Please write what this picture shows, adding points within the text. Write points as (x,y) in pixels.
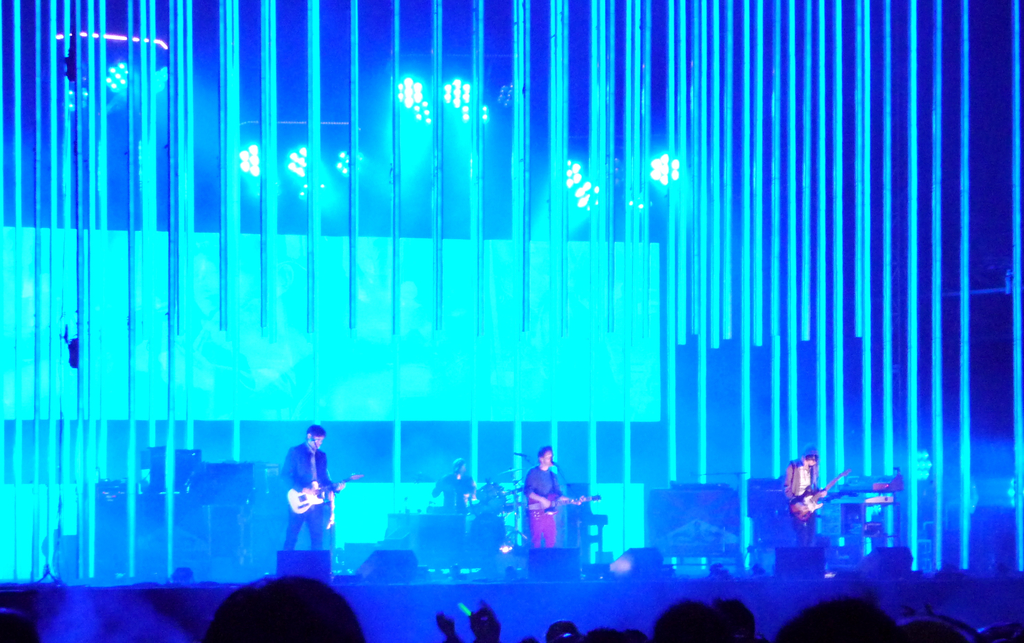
In this picture we can see a group of people (735,613), four people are standing on the stage (650,585), three people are holding guitars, here we can see musical instruments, speakers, lights (910,385) and some objects (643,286).
